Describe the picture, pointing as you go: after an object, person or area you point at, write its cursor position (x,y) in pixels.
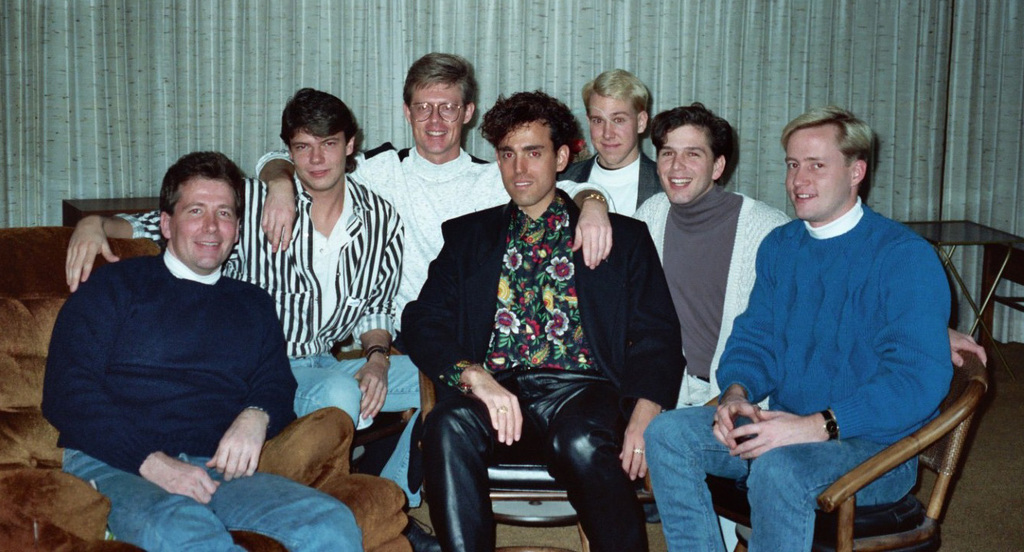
In this picture we can see few people (534,327) are sitting on the chairs (916,533). This is sofa (28,456). And there is a table (961,241) on the right side of the picture (992,276). This is floor (984,483) and there is a curtain (464,38) on the background (191,55).
